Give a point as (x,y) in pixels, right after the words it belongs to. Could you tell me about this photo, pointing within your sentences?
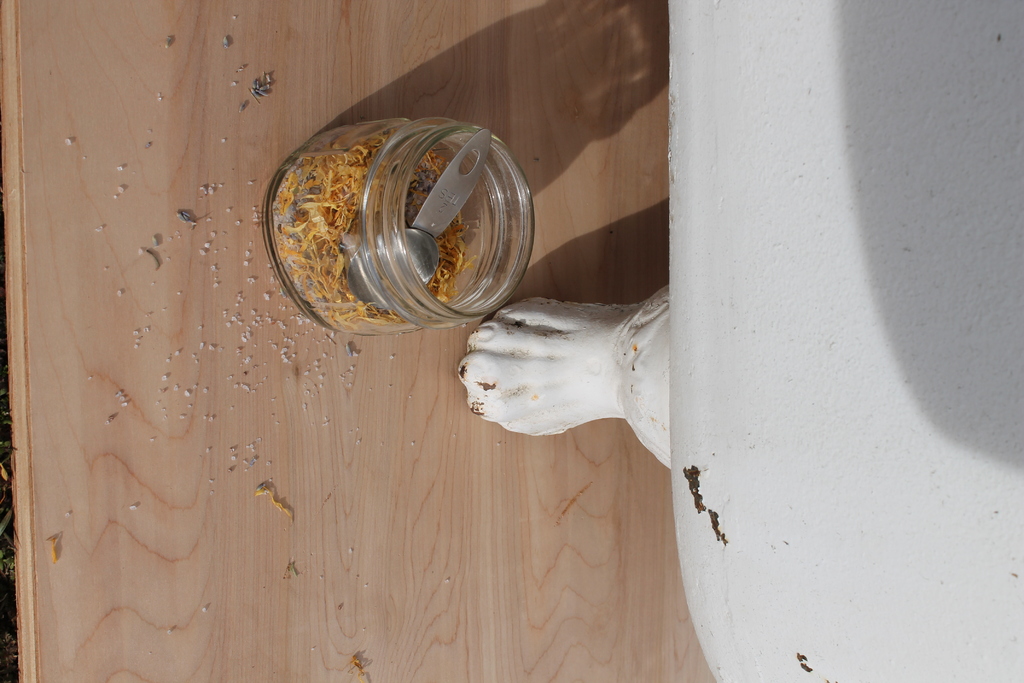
In this image, we can see a table (459,425). In the middle of the table (446,465), we can see a jar (505,297), in the jar (355,327), we can see some object (352,322) and a spoon (374,262). On the right side (801,273), we can also see a bathtub (856,579) which is in white color.
